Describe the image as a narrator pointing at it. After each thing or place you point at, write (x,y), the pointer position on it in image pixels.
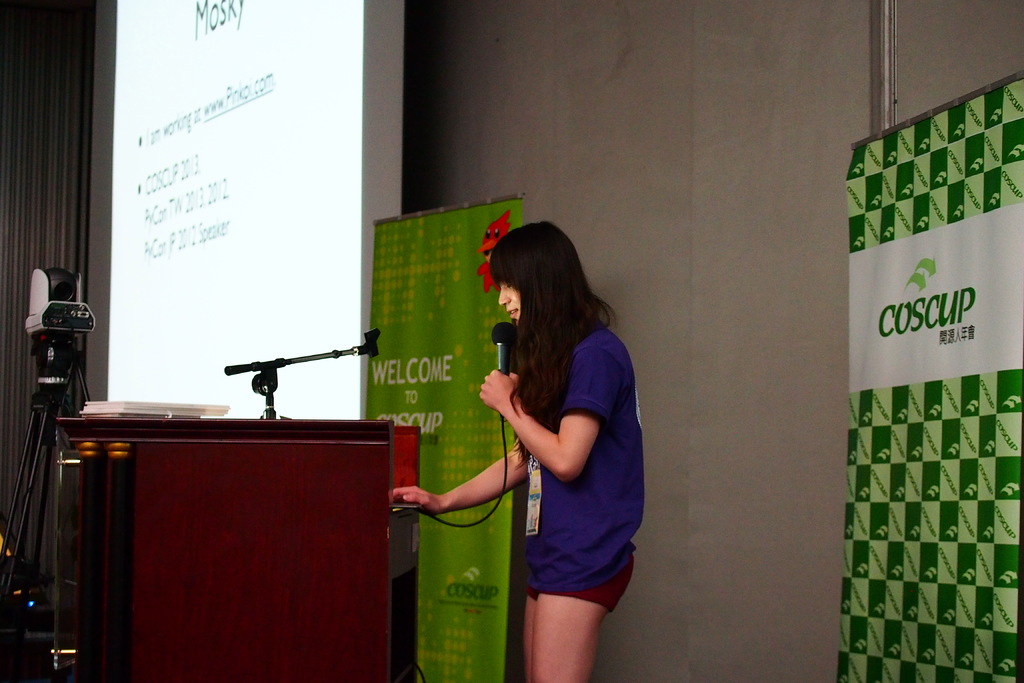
In this image we can see a woman (619,385) standing holding a mic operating a device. We can also see a speaker stand (360,469) containing a stand (263,362) and some objects (201,416) on it, a camera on a stand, a display screen (330,372) and some banners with text (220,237) on them and a wall (658,425).
